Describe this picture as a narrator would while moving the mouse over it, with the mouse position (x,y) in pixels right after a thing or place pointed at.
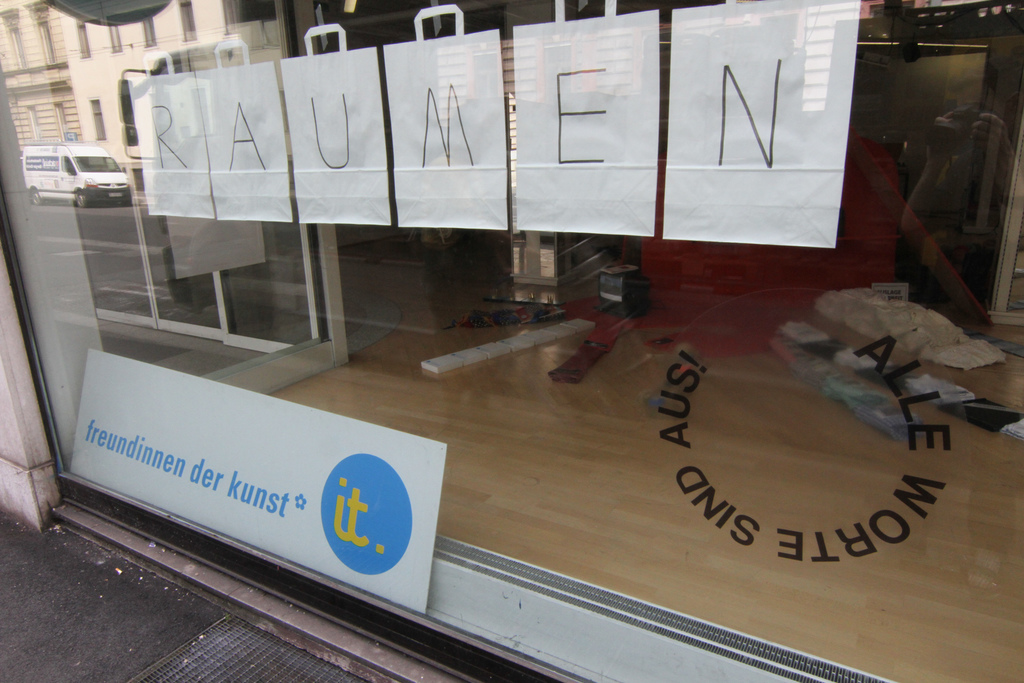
There is a glass wall (488,297). On that something is pasted. Near to that there is a poster (254,477). On that we can see a reflection (87,97) of a building (68,81) and a vehicle (95,162). Through the glass (743,313) we can see many things (705,322).
